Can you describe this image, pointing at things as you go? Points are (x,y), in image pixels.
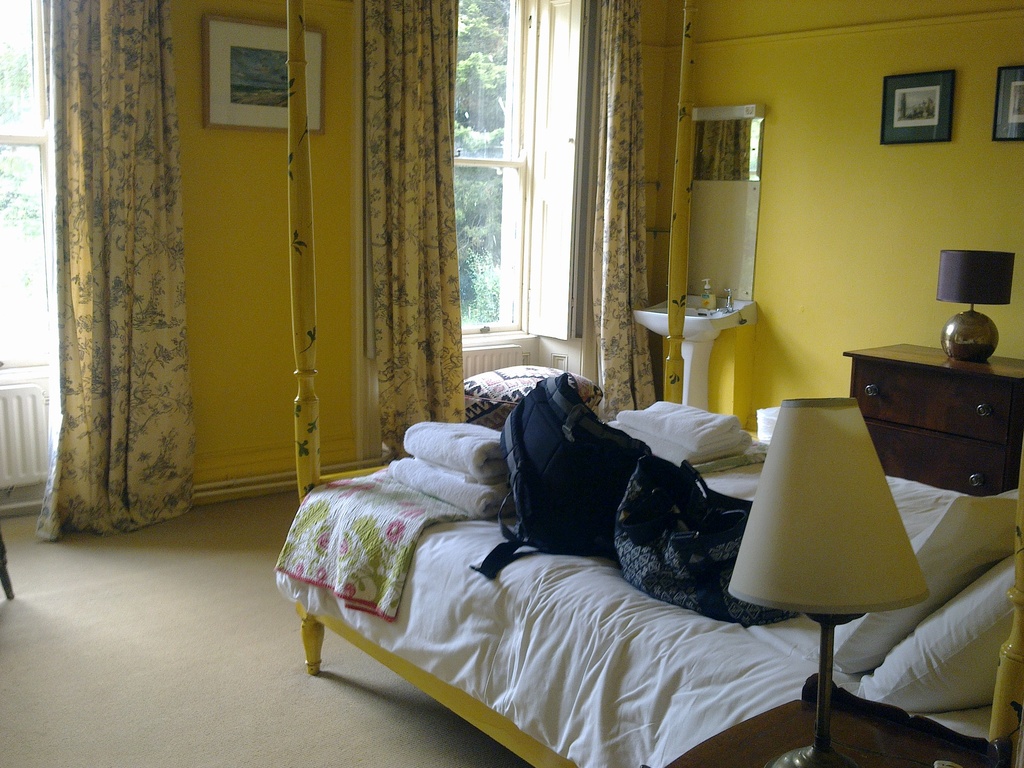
There is a bed (487,613) in this picture on which some bags (606,511) were placed. There is a lamp (821,584) on the table (805,743). In the background (437,203) there is a curtain (423,314), wall (279,229), some photographs (268,93) attached to the wall (808,192). Through the window (484,181) we can observe some trees (482,200) here.
